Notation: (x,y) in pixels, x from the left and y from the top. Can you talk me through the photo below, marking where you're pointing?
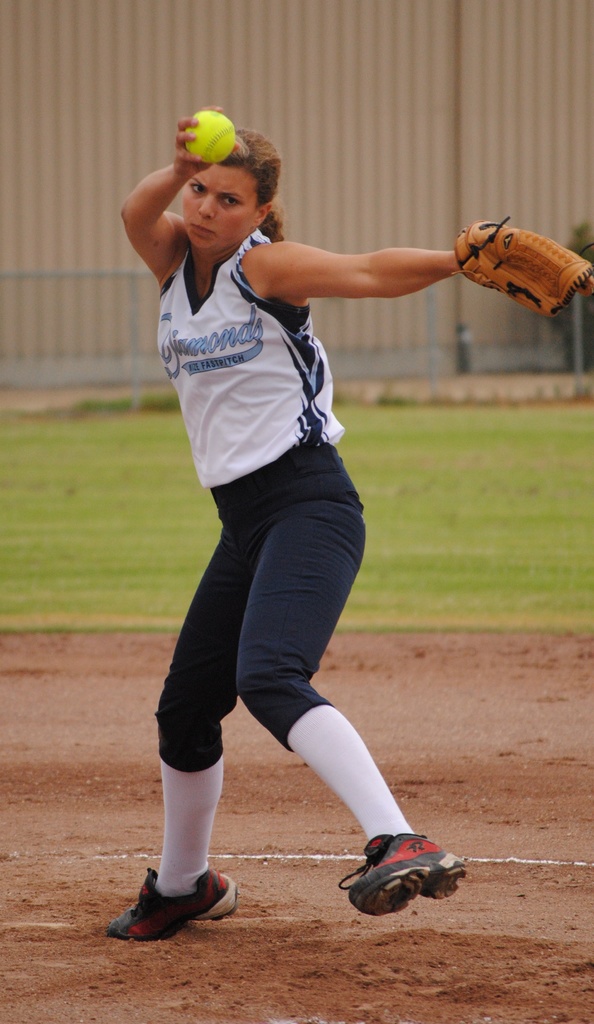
In this picture there is a woman (326,267) who is wearing t-shirt (256,431), trouser (287,614) and shoes (387,906). She is holding a ball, on the other hand (463,254) there is a gloves (510,261). In the background (350,433) I can see the grass (42,476) and fencing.
